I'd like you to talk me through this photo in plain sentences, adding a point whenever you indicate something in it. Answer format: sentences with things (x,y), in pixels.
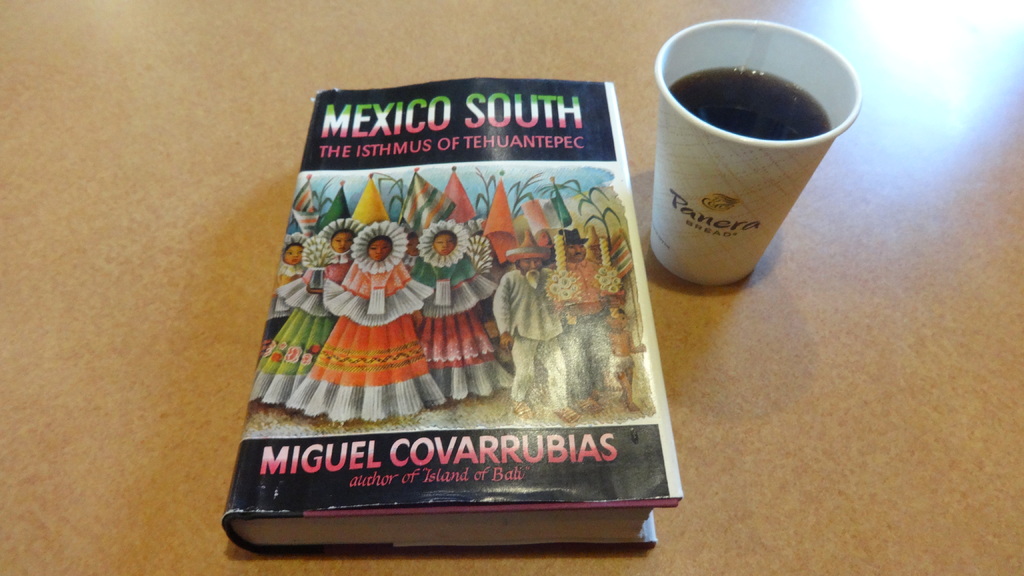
This image consists of a book (487,355) and a cup (710,188). On the book (296,253), there is a picture (530,295) of some people (396,288).
